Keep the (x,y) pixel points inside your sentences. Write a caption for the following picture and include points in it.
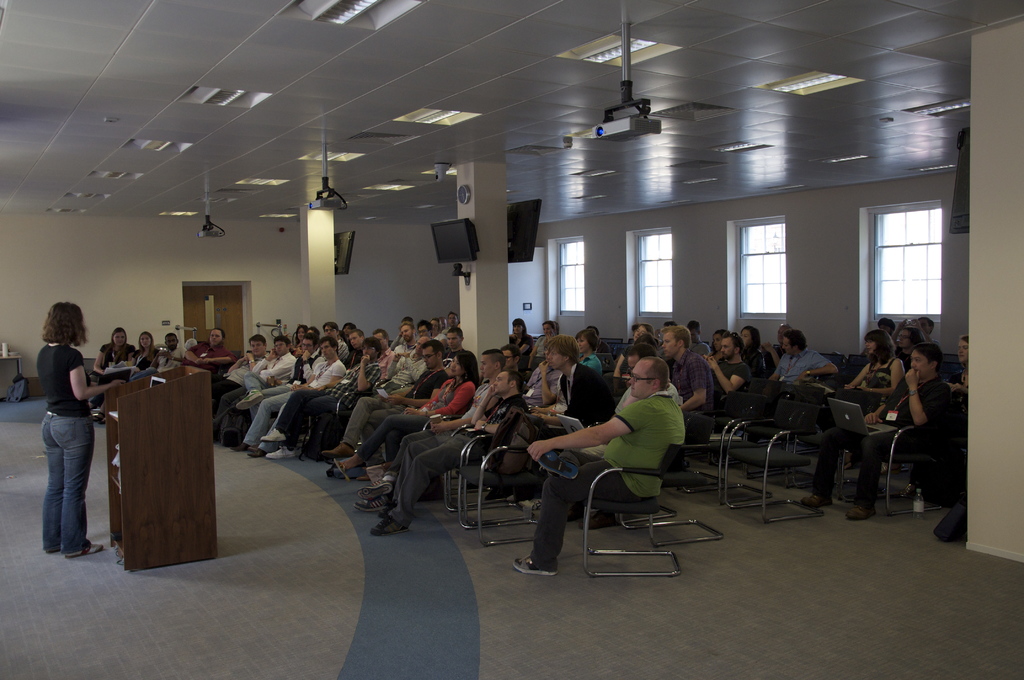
In the middle of the image (566,344) a few people (345,341) are sitting on the chairs (481,462) and holding laptops (836,406). Bottom left side of the image (118,471) there is a podium (206,378), Beside the podium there is a person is standing. At the top of the image (297,201) there is a roof (608,101) and there is a projector (645,127). Top right side of the image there is a window (899,254). In the middle of the image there is a door (230,304).
